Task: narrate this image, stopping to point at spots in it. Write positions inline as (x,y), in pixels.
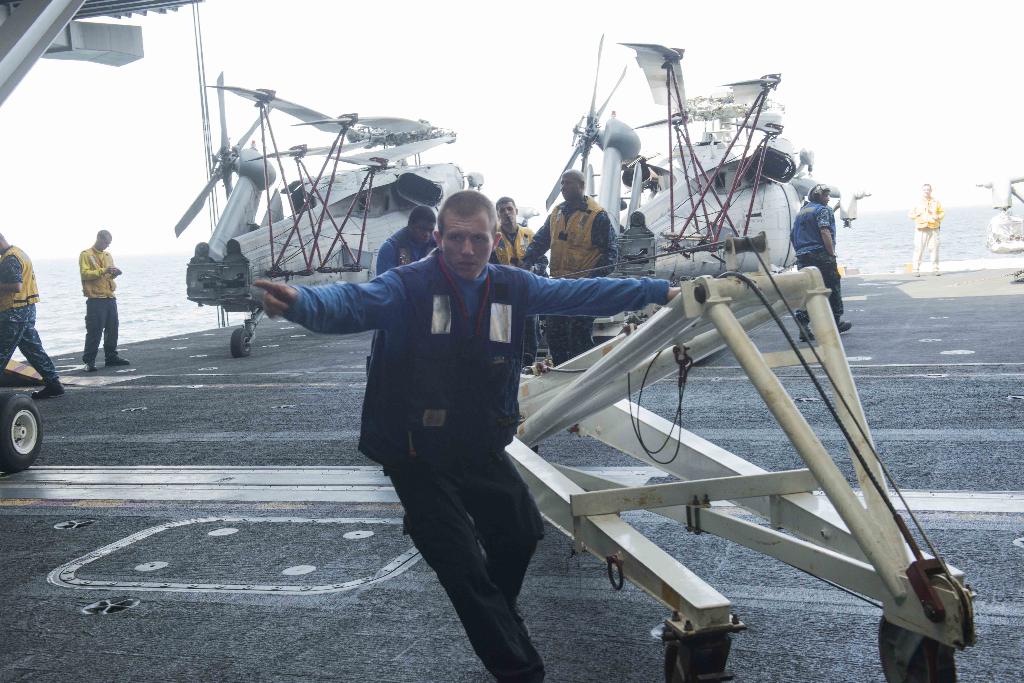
This picture is clicked outside. In the center (476,298) there is a person (474,317) holding an object (604,390) and walking on the ground (569,628). In the background (605,139) we can see the aircraft (615,148), metal rods (690,188), group of persons (97,257), water body (883,221) and the sky (520,24).
